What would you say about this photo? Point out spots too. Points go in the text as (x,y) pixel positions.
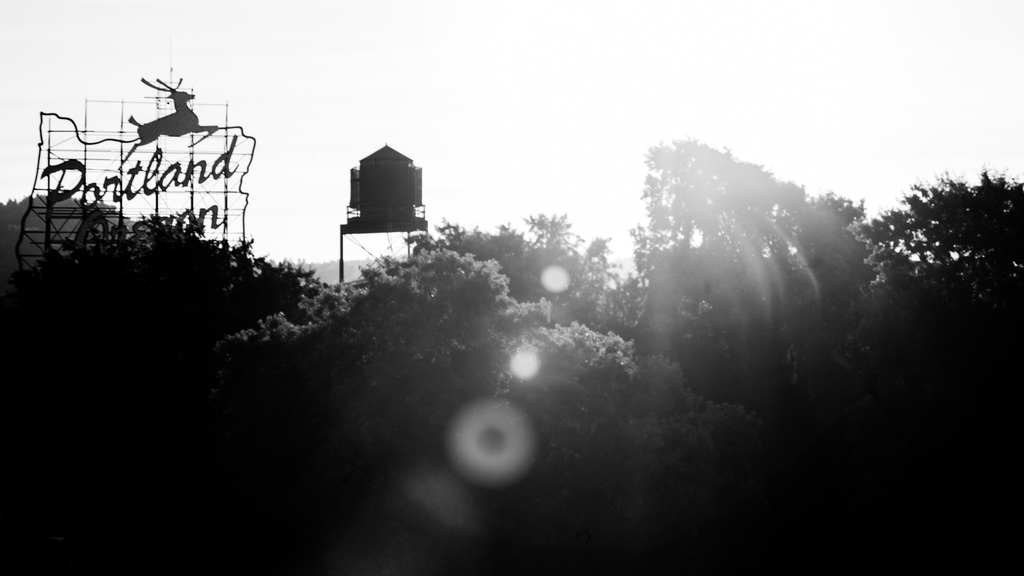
In this image I can see few trees (253,291), water tank (392,156) and a board (95,189). I can see an animal image (169,125) and something is written on it. The image is in black and white.
